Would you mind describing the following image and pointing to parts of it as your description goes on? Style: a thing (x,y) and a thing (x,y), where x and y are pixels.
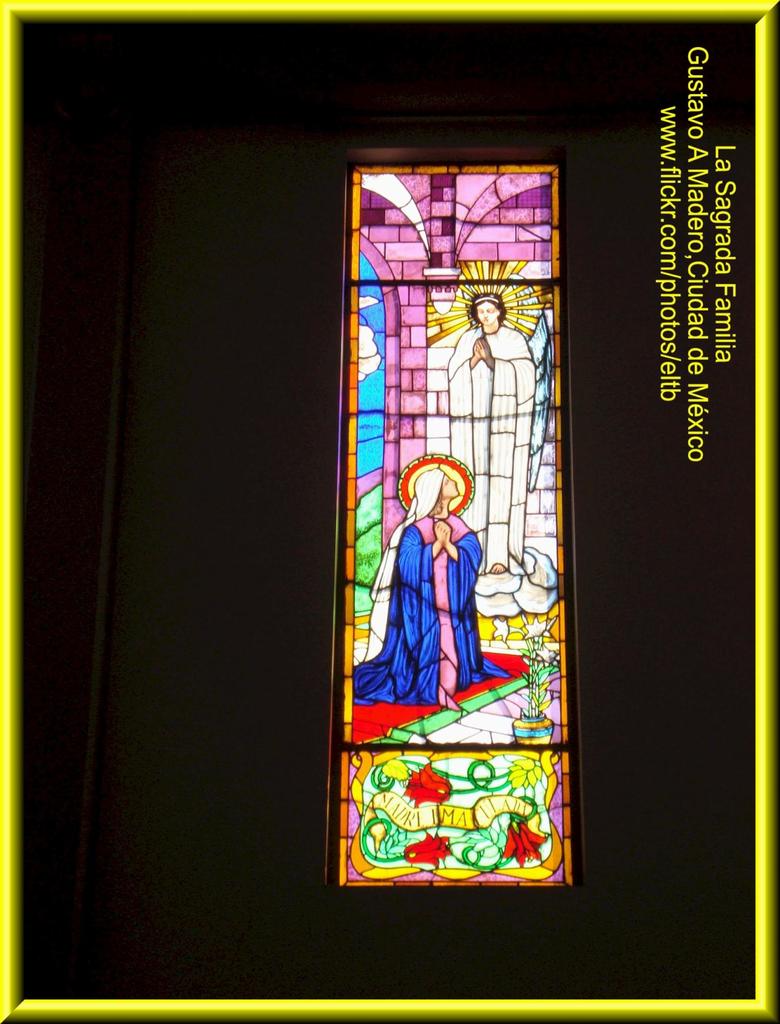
in this picture there is a portrait (536,177) in the center of the image (512,601).
